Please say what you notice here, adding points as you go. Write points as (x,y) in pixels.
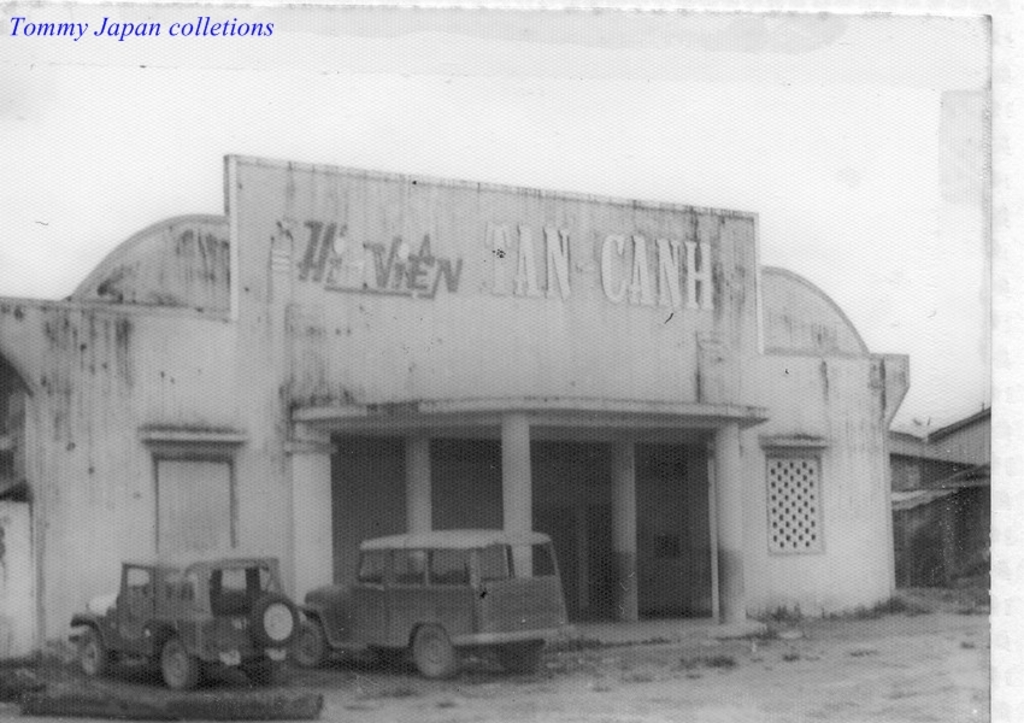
This is a black and white photography. In this image we can see vehicles (398,616) on the ground (463,672), buildings (342,373), windows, texts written on the wall (275,283) and sky (209,98). At the top (153,33) we can see texts (224,32) written on the image.
